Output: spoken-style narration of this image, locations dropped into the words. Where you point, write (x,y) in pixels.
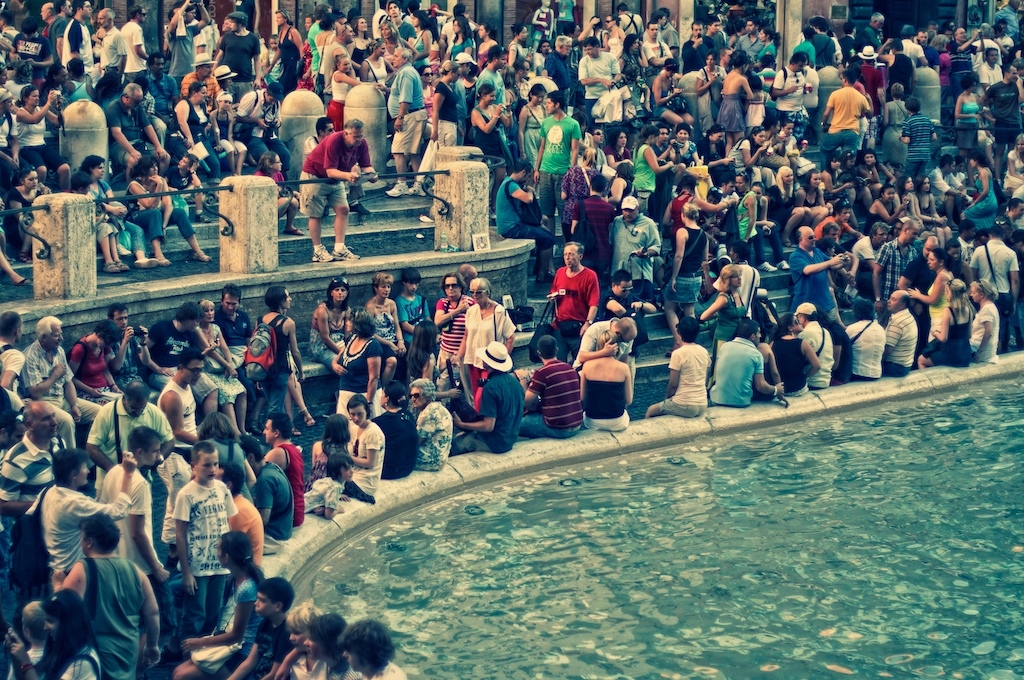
In this image, there are many people (293,199). We can see the fence (231,256) and some stairs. We can also see the wall (472,2). We can see some water (457,627).
